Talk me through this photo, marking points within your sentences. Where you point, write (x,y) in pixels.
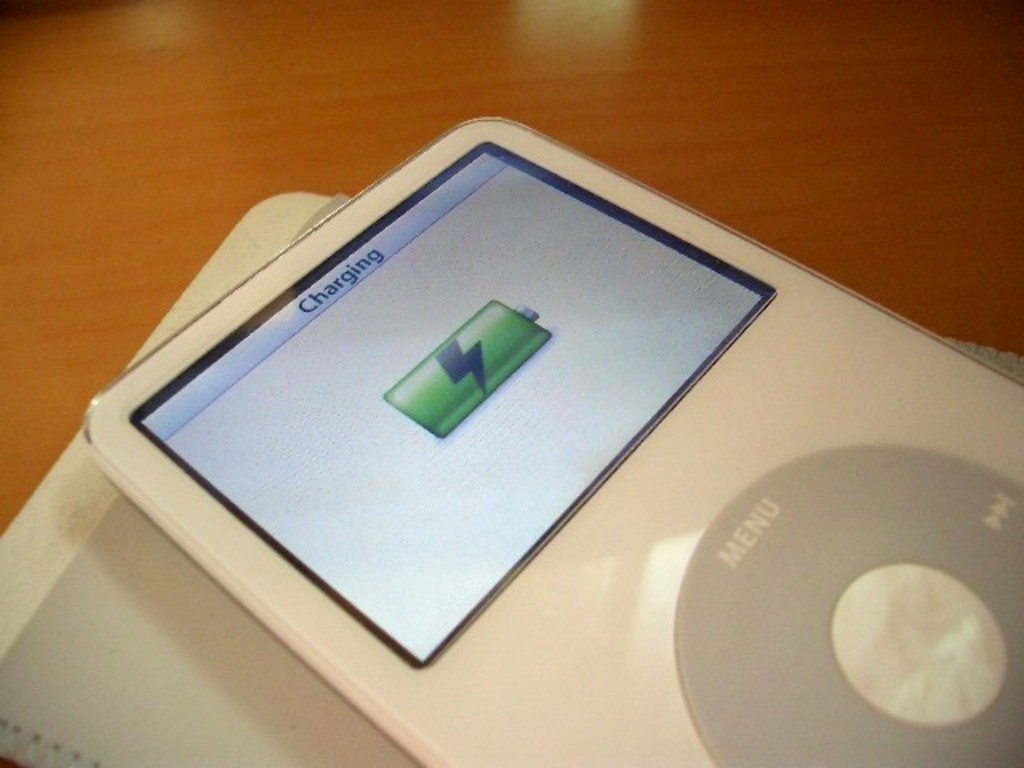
In the image there is a gadget (598,549), it is charging and the gadget (440,297) is placed on a white object (129,578), under the object (76,625) there is a table (464,103).
